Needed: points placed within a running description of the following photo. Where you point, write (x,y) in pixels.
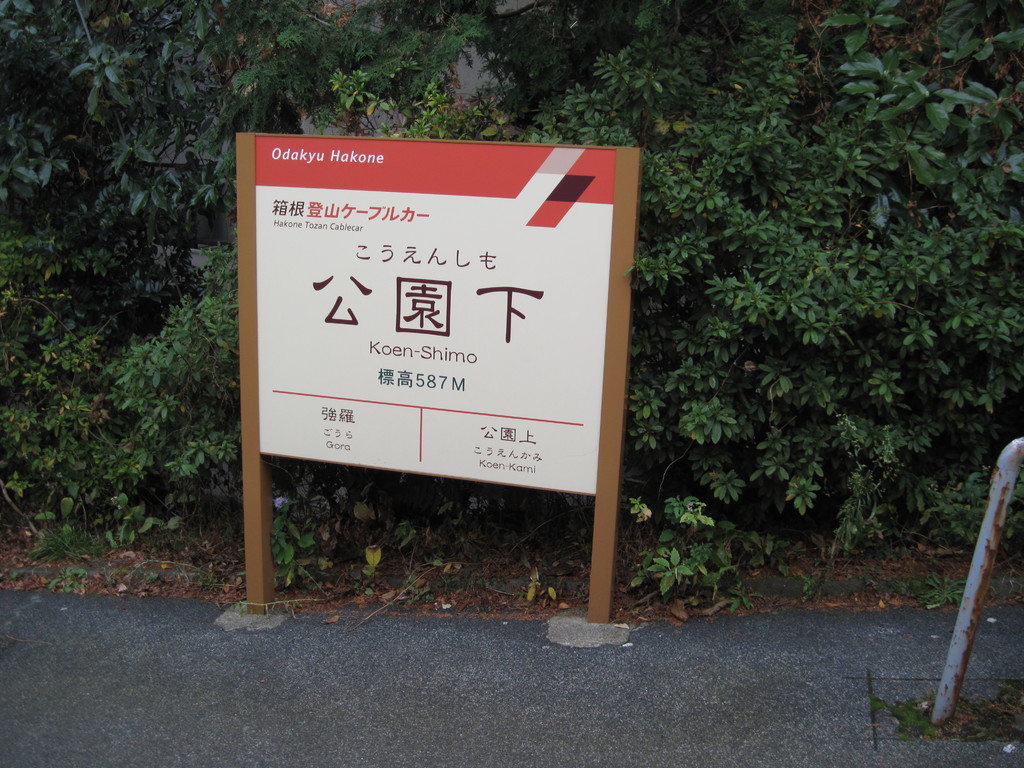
In the picture we can see a part of the road (838,716) on it, we can see a board (572,452) with some information (489,454) and behind it we can see plants (90,148).
